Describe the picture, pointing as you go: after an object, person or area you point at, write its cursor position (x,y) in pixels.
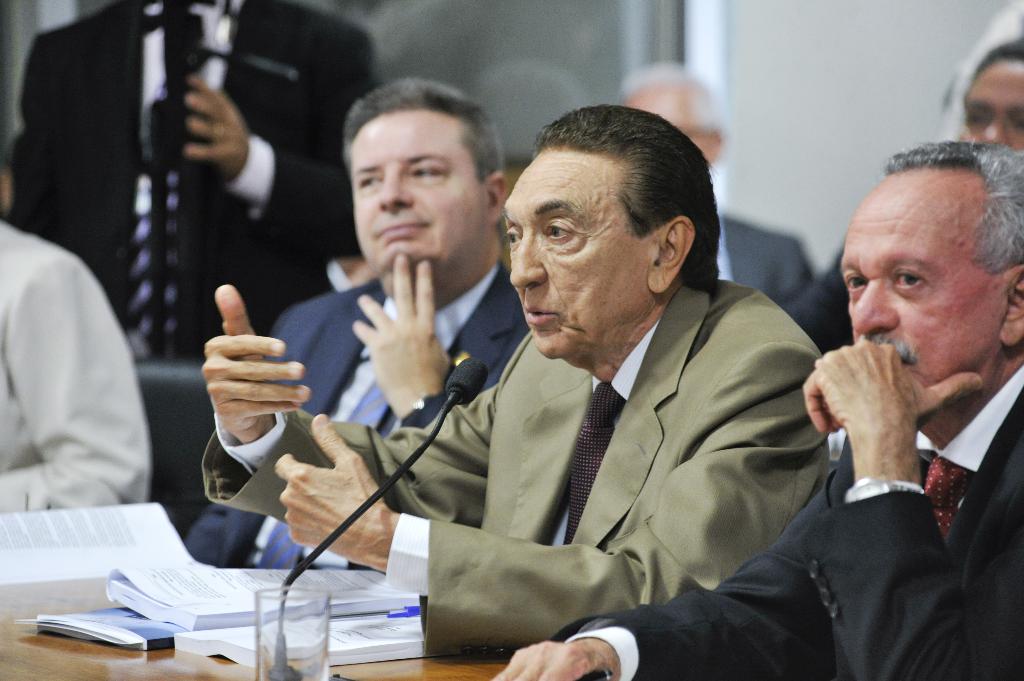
In this picture I can see people (426,173) sitting. I can see the microphone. I can see glass (291,631), books (88,525) on the table (361,674).
